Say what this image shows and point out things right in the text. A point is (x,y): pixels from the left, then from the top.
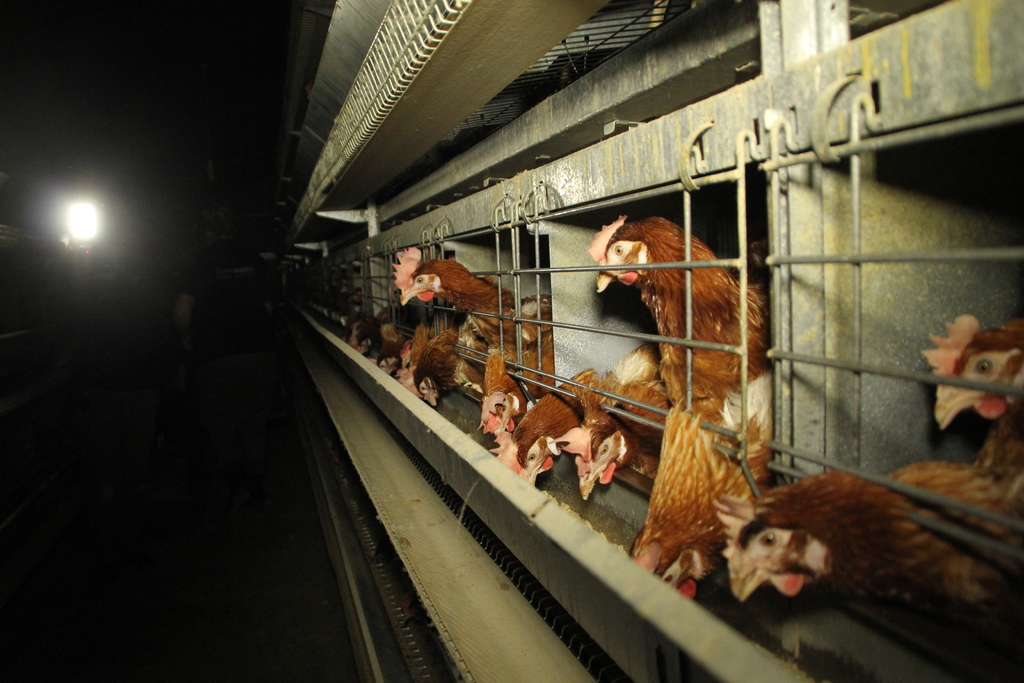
This picture is taken inside a poultry (577,431). Few hens (556,411) are behind the fence (533,382). Few hens (671,392) are eating food (743,627). There is a person (208,401) standing on the floor (217,536). Left side (73,226) there is a light (96,219).
